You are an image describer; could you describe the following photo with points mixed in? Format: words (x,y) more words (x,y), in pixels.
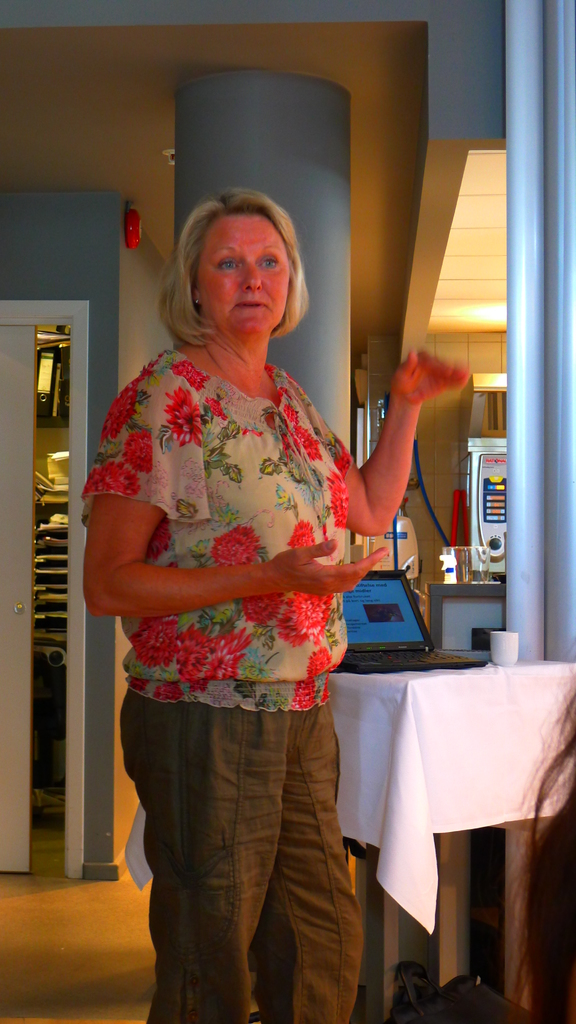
In this image there is a woman (204,579) who is standing on the floor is in the middle (251,524). Behind her there is a table (422,673) on which there is a laptop (417,633) and a cup (496,641) beside it. On the left side (12,607) there is a door (22,548). Behind the door (3,542) there are racks (45,425) in which there are files (46,393). Behind the woman (219,315) there is a pillar (279,135).
